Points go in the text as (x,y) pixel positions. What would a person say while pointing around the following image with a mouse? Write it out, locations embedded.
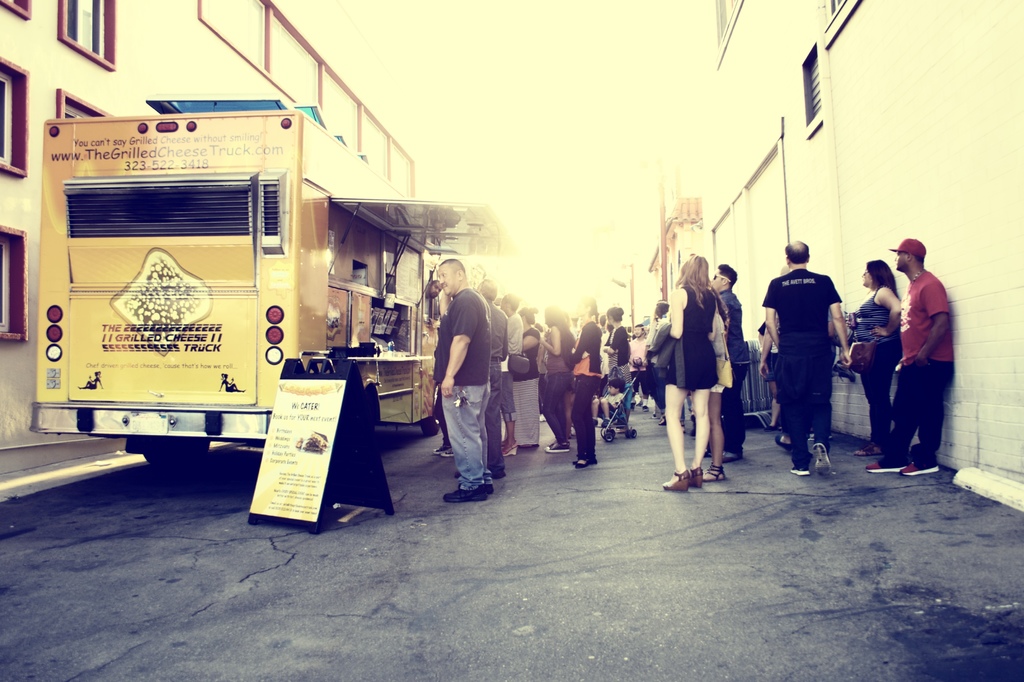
In this image there are group of persons (497,350) standing in the center (637,374). On the left side (190,340) there is a vehicle (198,334) which is yellow in colour and some text (219,327) is written on it and there is a banner (310,436) with some text (282,447). In the background (335,111) there are buildings (670,239).
